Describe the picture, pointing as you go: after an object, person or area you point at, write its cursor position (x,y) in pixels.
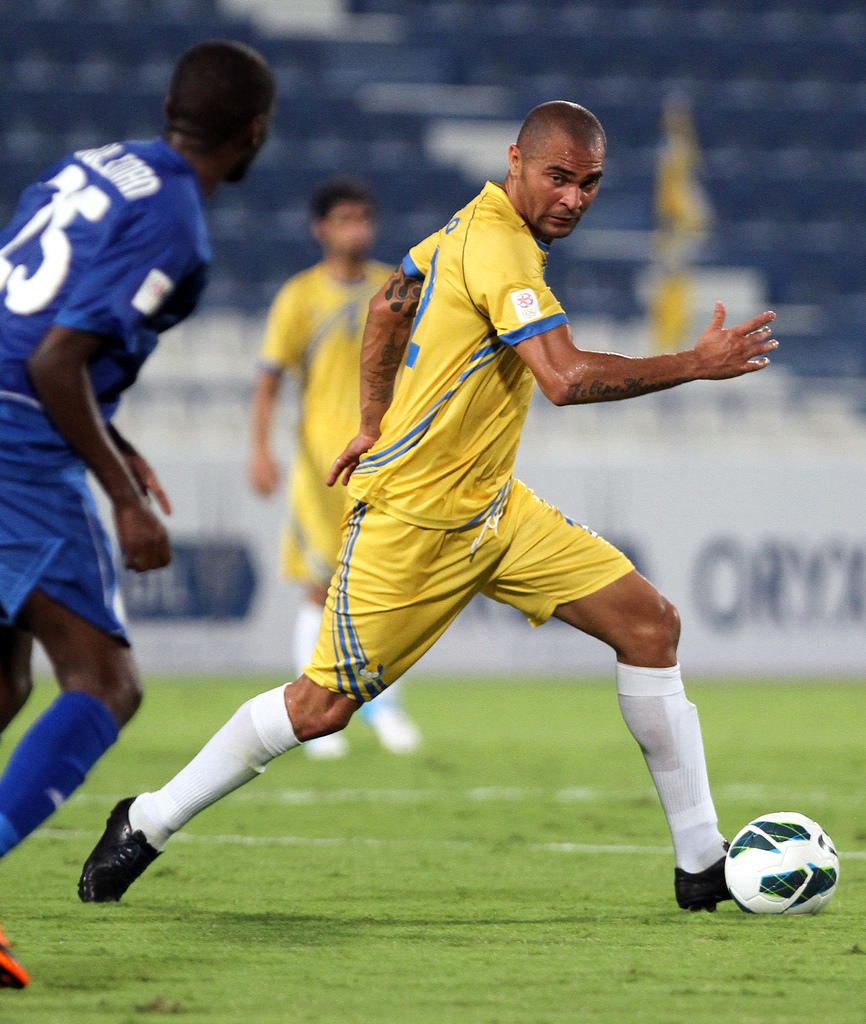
This image consists of three person (509,420). Out of which one person (578,129) is running towards the ball (750,877), who is wearing yellow color jersey (459,416). In the left (251,72), a person (48,726) who is wearing blue color jersey (60,310), is running on the ground (274,892). In the middle (352,345), a person (337,341) is standing who is wearing a yellow color jersey (340,398). In the background (772,22) seats (808,175) are visible and board (755,580) is visible. At the bottom (493,886) grass (411,843) is visible. This image is taken under floodlights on the ground (558,779).
